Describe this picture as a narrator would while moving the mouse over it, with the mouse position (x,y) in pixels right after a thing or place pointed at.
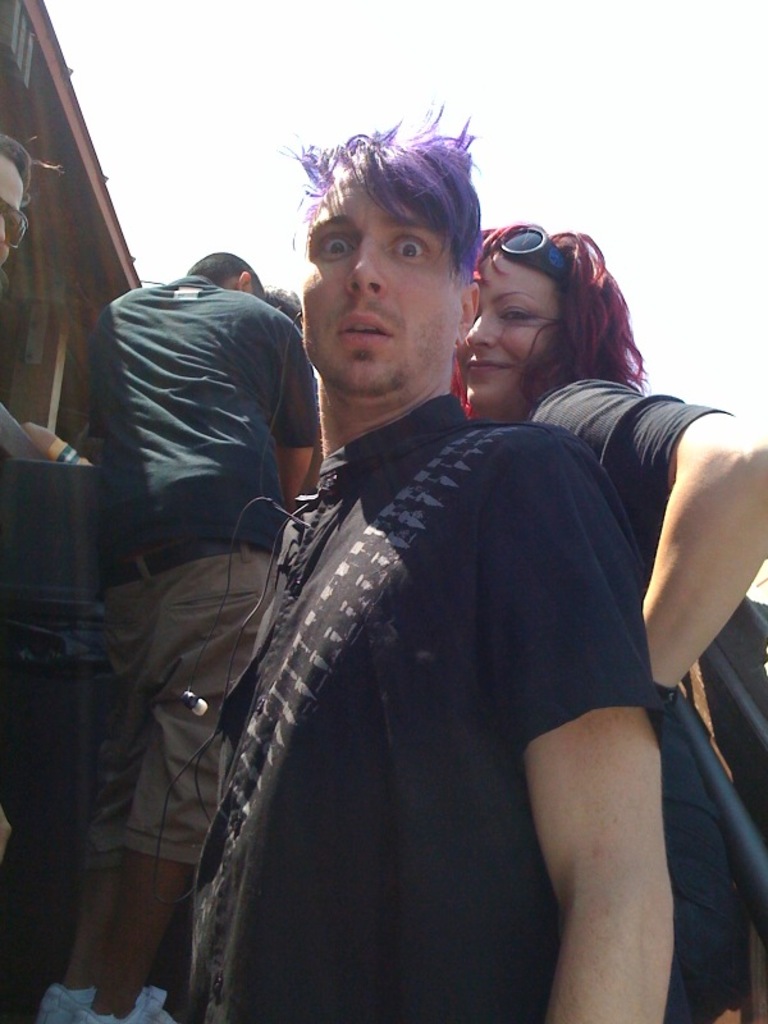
In this image we can see a person (361,746) with a headset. Near to him there is a person (576,365) with sunglasses (533,250). In the back (113,309) there are few people (100,355). On the left side (75,258) there is a building (65,205). Also there is sky (480,93).
